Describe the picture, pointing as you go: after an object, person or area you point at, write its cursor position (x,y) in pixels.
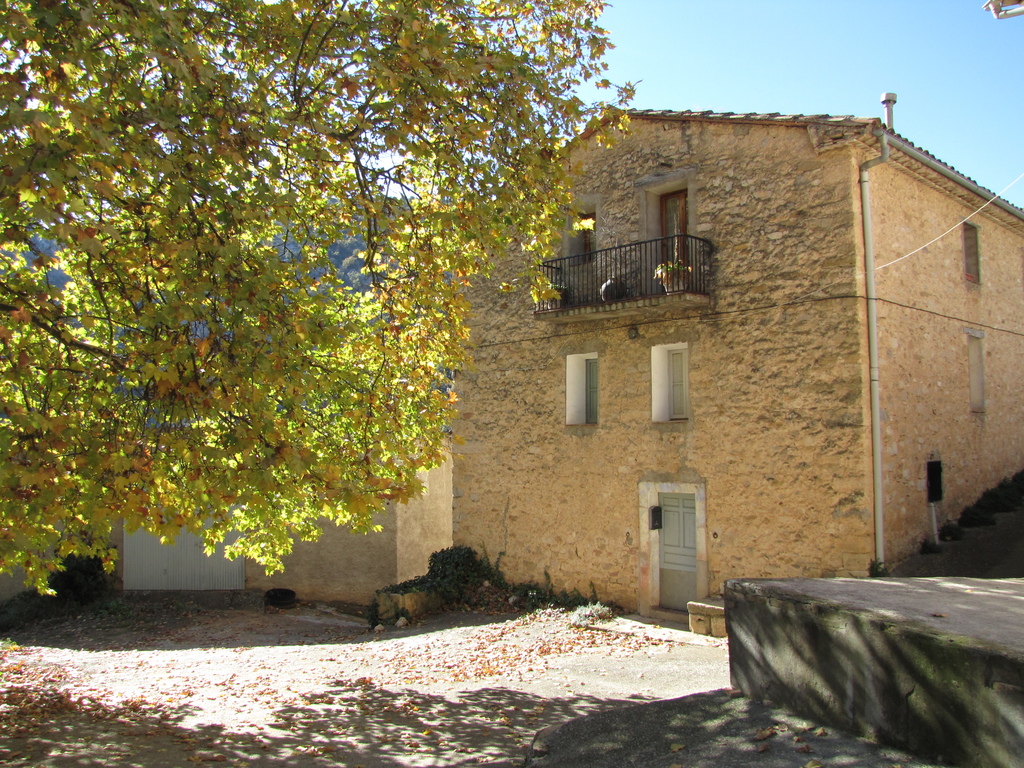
This is an outside view. Here I can see some buildings (428,522). On the left side (68,403) there is a tree (118,191). At the bottom of the image (182,750) I can see the ground (267,721). On the top of the image (857,38) I can see the sky (860,78).
